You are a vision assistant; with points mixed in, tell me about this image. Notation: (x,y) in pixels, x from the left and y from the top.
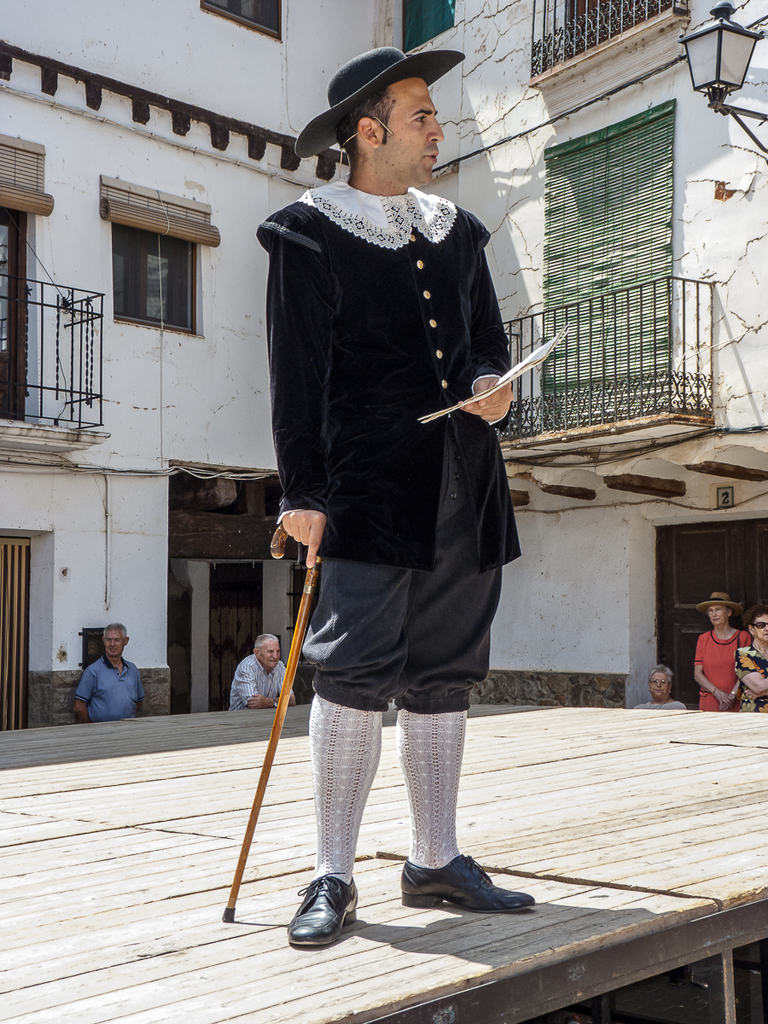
In the image we can see a man (351,251) standing, wearing clothes (477,366), hat (444,57), shoes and holding stick (298,641) in one hand (309,545) and on the other hand (498,401), we can see paper (493,392), and the man (484,401) is standing on the wooden surface (221,877). We can see there are even other people (761,678), wearing clothes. Here we can see building (232,612), fence (615,356), lantern (697,49) and the windows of the building (192,287).
